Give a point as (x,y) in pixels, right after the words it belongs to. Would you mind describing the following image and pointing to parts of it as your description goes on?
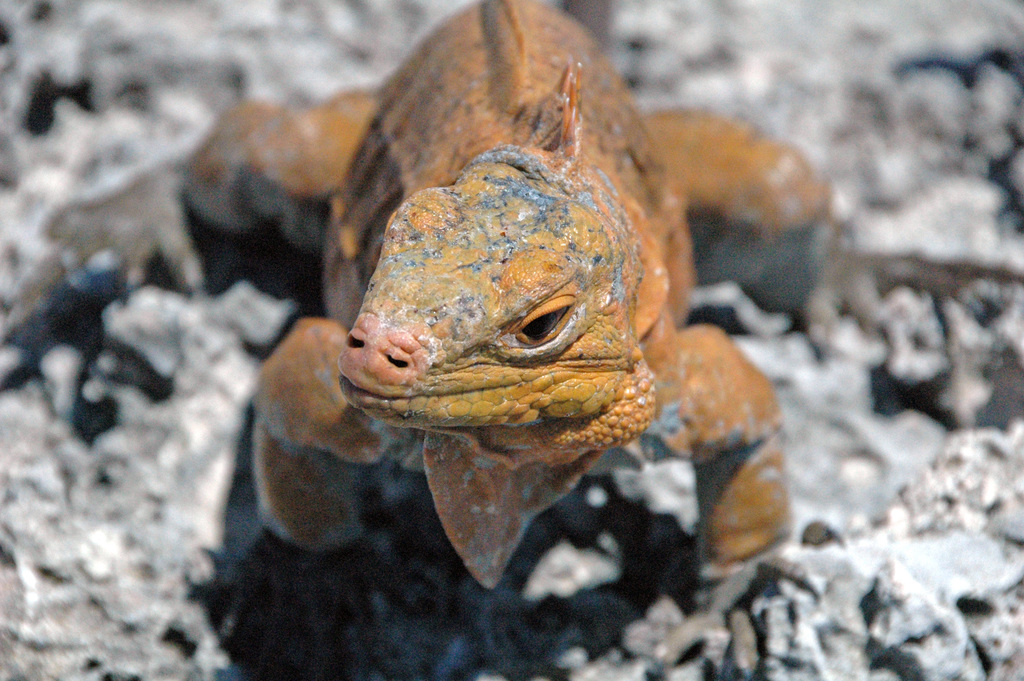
In this image there is a reptile (456,349) on the rock (898,564).
